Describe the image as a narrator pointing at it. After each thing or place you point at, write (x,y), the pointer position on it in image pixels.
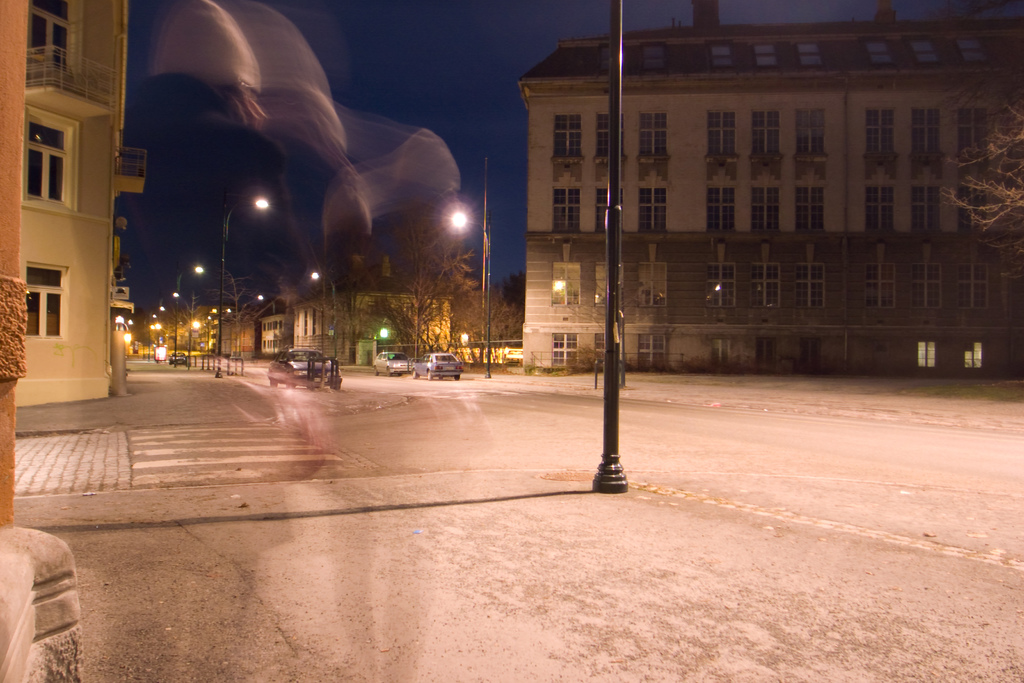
In this image in the foreground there are some buildings (301,322) poles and street lights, and on the road (432,430) there are some vehicles (329,381). On the right side (800,180) and left side (62,244) there are some buildings (43,186), on the top of the image (299,133) there is sky (323,193).
